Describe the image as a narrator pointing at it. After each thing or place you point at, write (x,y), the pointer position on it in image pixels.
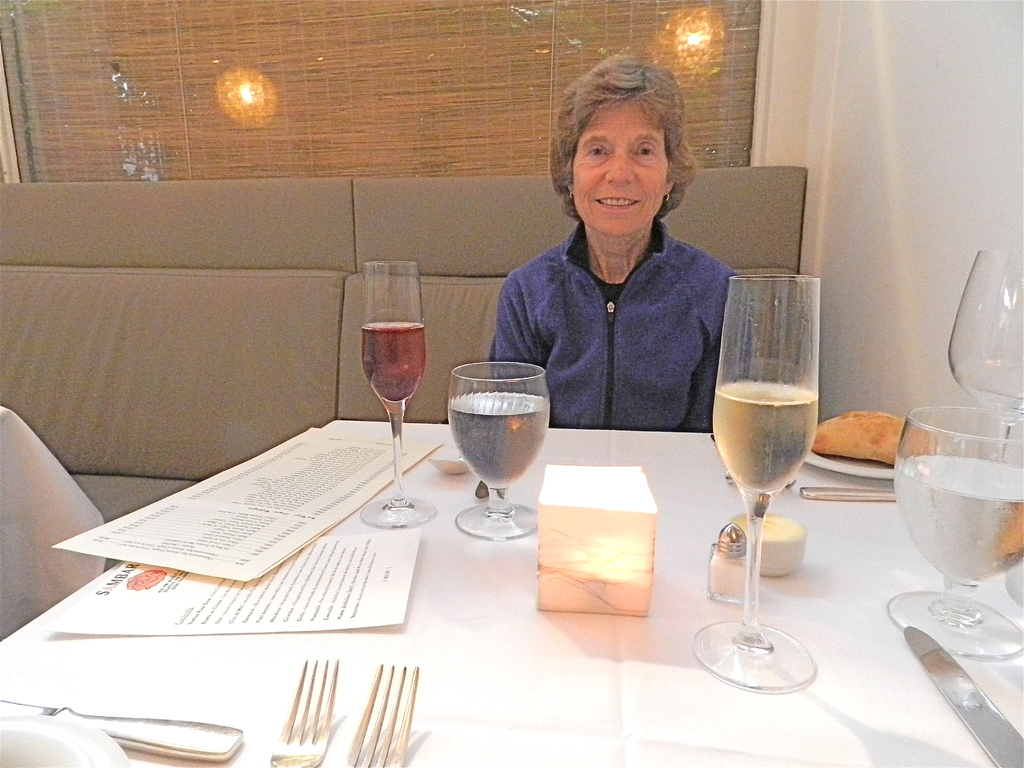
In this image we can see a woman (716,371) wearing blue coat (690,375) is sitting in front of a table (436,705). On the table (453,697) there are group of glasses (528,433), bowl (827,461) with food (889,459), candles (606,563), spoons (410,705), and papers (362,440) placed on it. In the background (270,102) we can see set of lights (679,49).
